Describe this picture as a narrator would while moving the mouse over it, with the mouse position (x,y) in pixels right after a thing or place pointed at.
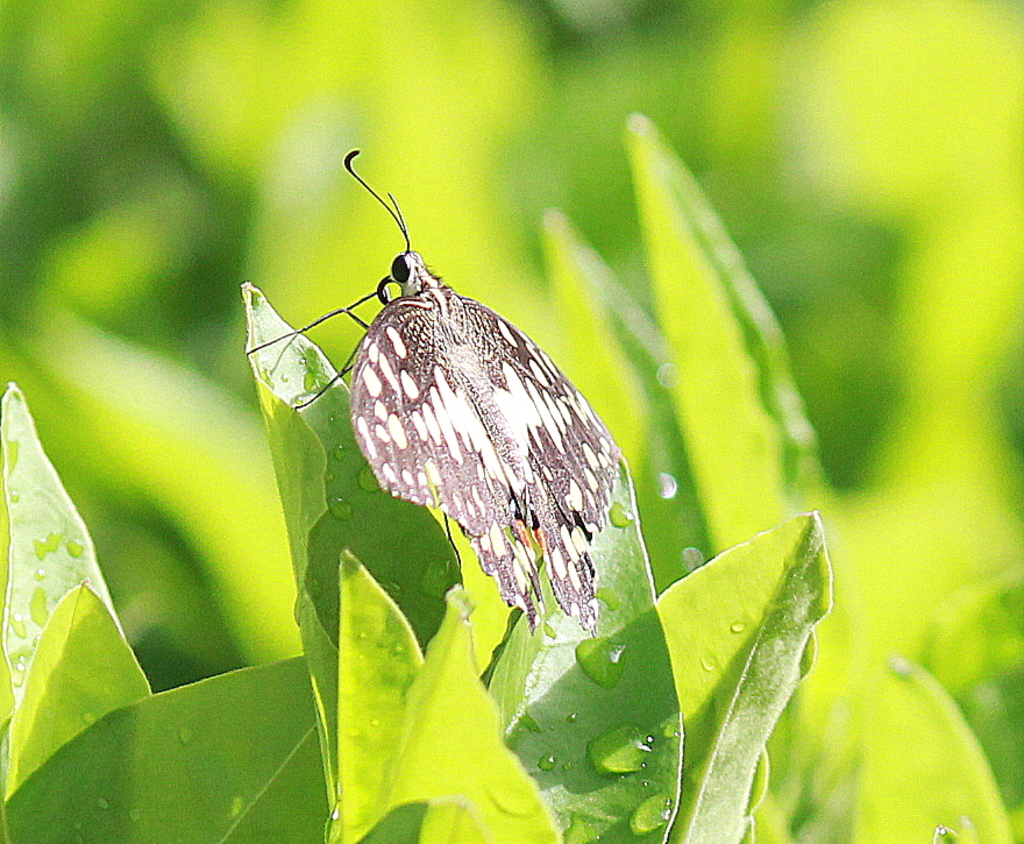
This image consists of a butterfly (410,411) sitting on a leaf (332,491). The leaves (356,655) are in green color. The background (248,467) is blurred.
